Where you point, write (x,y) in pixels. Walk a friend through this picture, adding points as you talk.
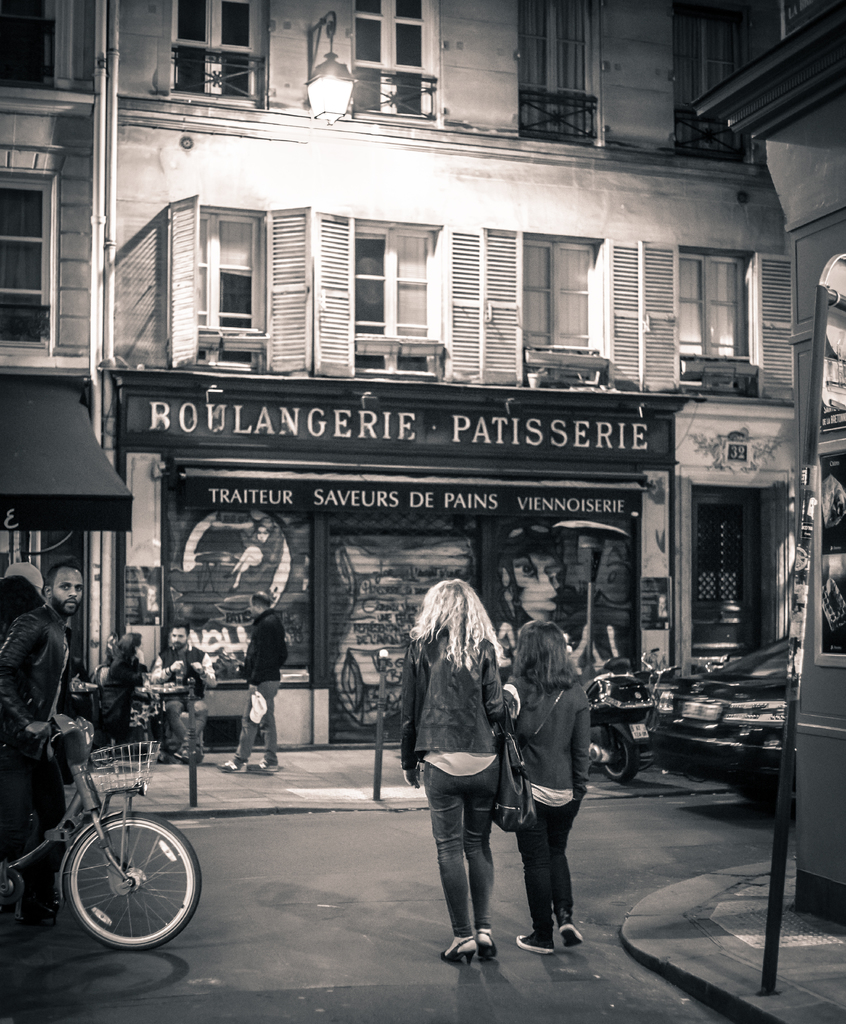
This is a black and white image, in this image few people (429,796) are walking on road (308,856) and vehicle (679,768) is moving, in the background (654,773) there is a footpath (344,765) on that footpath (332,760) a person (263,726) walking and two persons (123,704) are sitting on chairs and there is a building (658,237) on that building (529,519) there is some text (398,433).
